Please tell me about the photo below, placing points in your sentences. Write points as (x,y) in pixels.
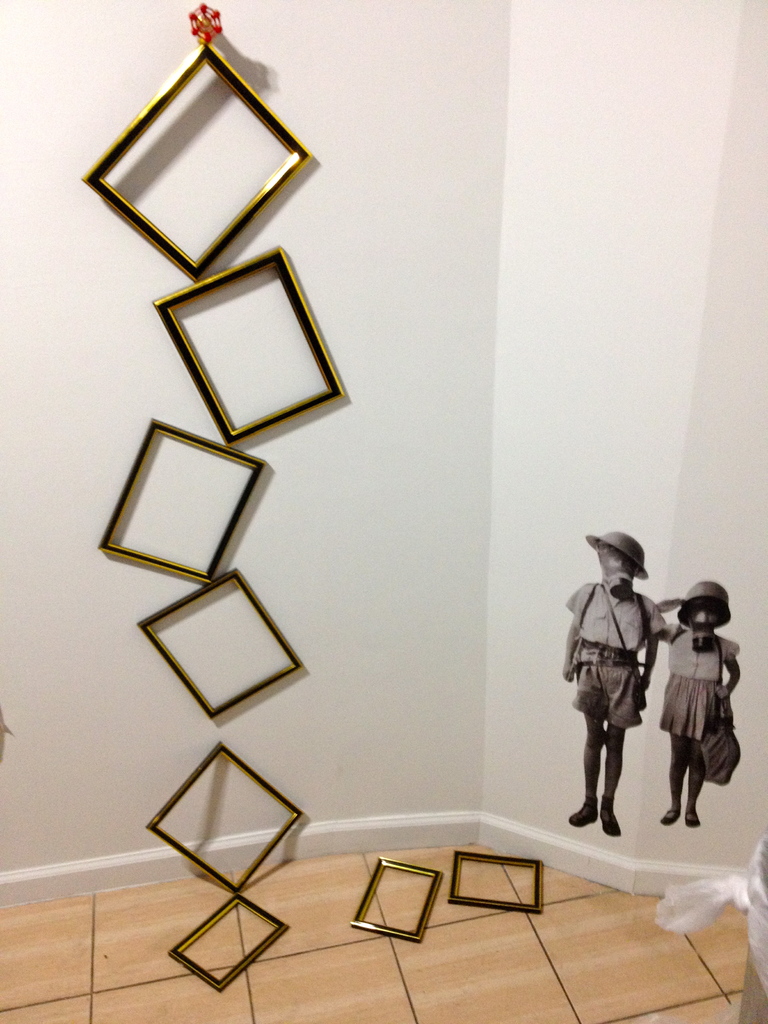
In the foreground of this image (254,876), there are frames (271,794) on the wall (272,652) and also few are on the floor (146,965). On the right (601,537), there are stickers (673,679) on the wall (668,569) and also an object (759,963) on the right bottom (763,992).
